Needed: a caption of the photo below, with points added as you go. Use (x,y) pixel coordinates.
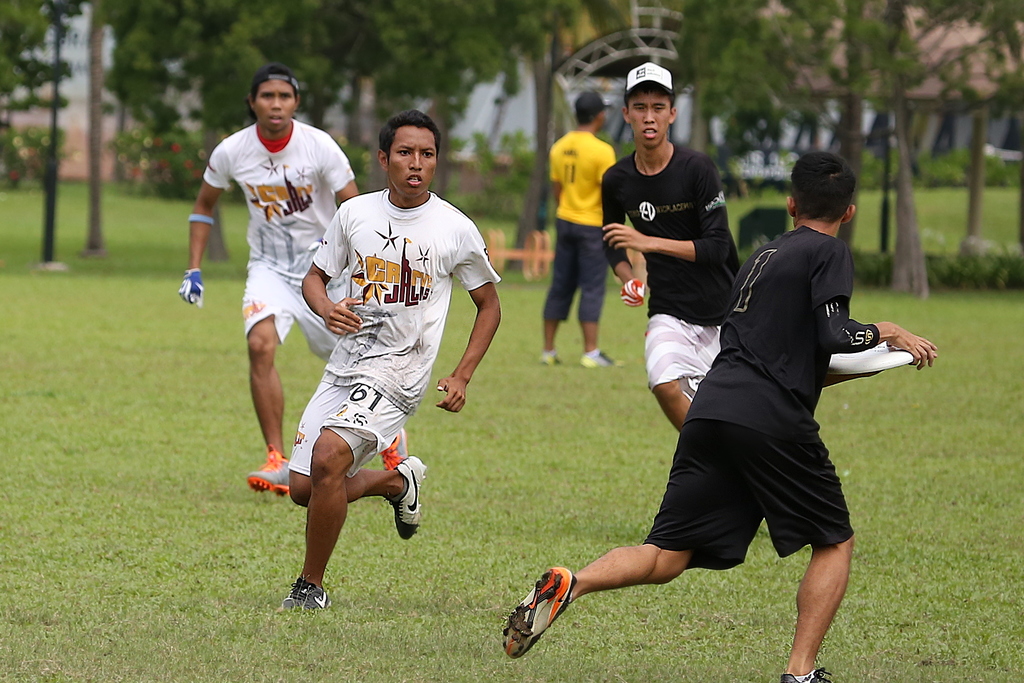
In this picture we can see few boys (434,209) are playing on the grass (450,541), around we can see some trees (601,28) and grass (47,372).
